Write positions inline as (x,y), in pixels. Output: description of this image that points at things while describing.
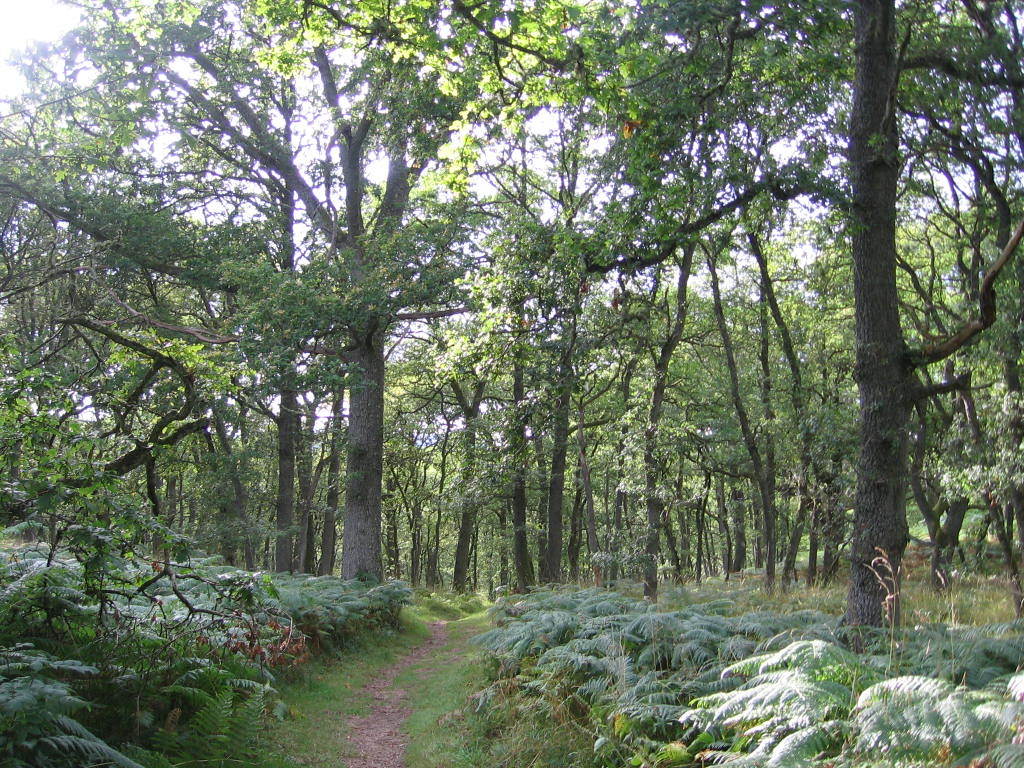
This image looks like a forest (958,300), we can see a path (364,726) and it is surrounded by trees (527,562) and plants (3,570).
